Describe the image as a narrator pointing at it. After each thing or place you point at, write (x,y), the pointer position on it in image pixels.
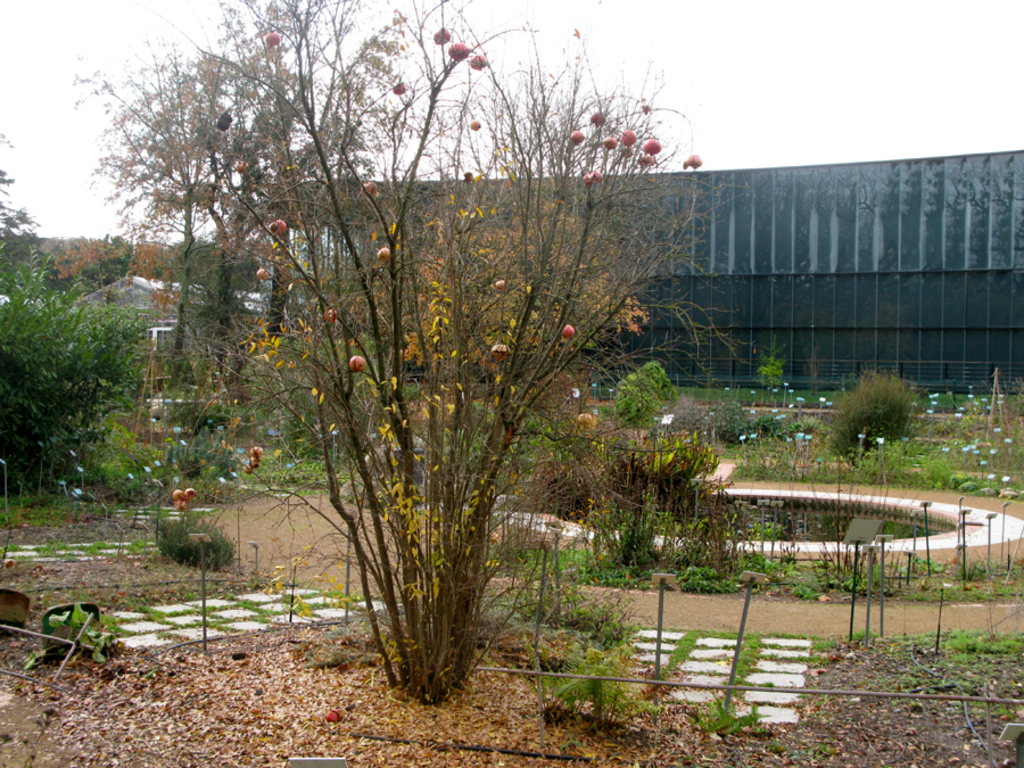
In this image, we can see some plants (118,446) and trees (186,254). There is a building (893,213) in the middle of the image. There is a pond (834,507) on the right side of the image (871,506). There is a sky (711,73) at the top of the image (718,76).
